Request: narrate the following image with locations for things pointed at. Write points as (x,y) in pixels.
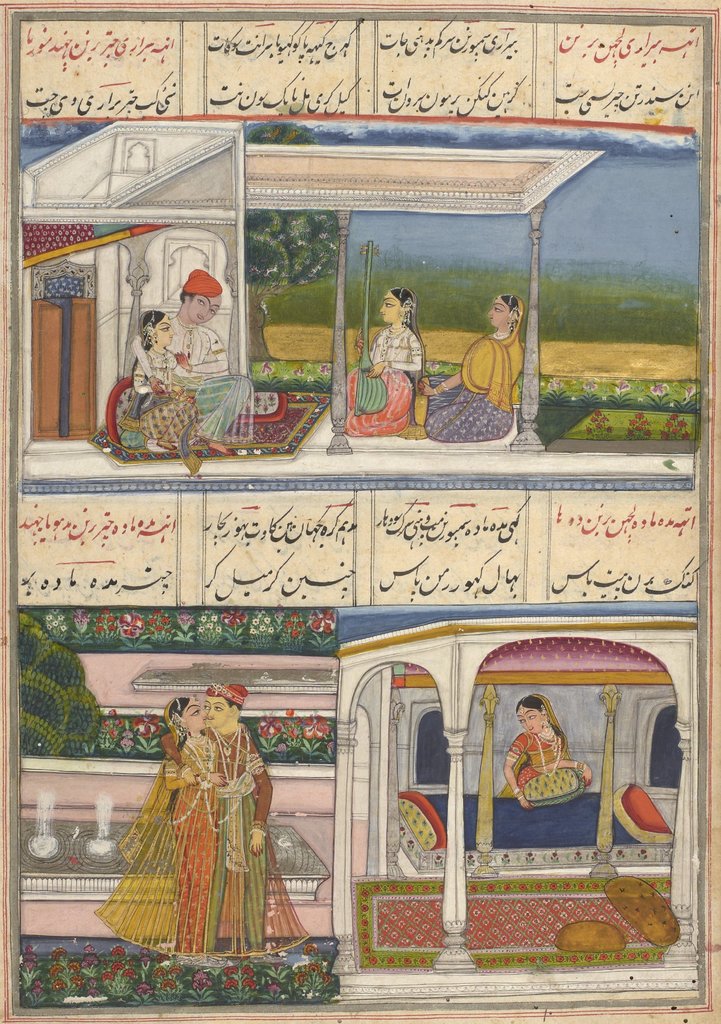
This is a collage image. In this image I can see the painting (606,714). In the painting (358,447) I can see few people (170,400) with different color dresses (172,428) and one person (393,406) is holding the musical instrument (358,402). These people (373,345) are sitting in the house (362,722). I can also see the flowers (255,631) in the image. At the back of few people (400,350) I can see the trees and the water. I can also see the text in the image.
